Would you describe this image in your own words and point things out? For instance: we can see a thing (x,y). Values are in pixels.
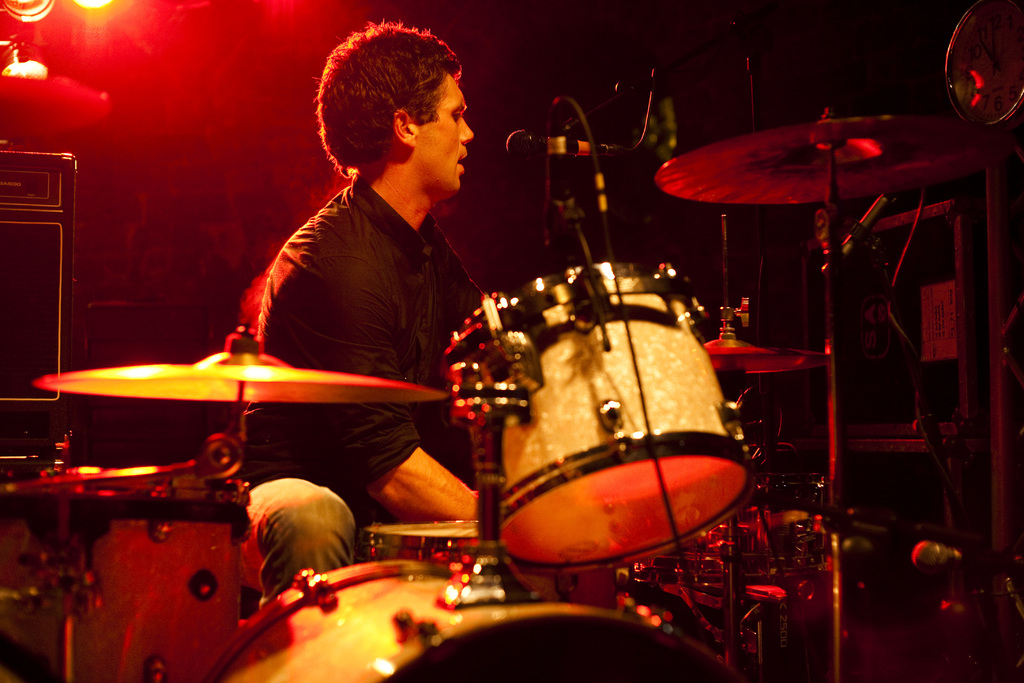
In this image there is a person (366,301) playing a musical instrument (536,487), there is a stand (620,91), there is a microphone (549,145), there is a speaker (47,233) towards the left of the image (54,258), there is a wall clock (983,64) towards the right of the image (997,64), there is a light (90,4), there is a wire (910,346).
